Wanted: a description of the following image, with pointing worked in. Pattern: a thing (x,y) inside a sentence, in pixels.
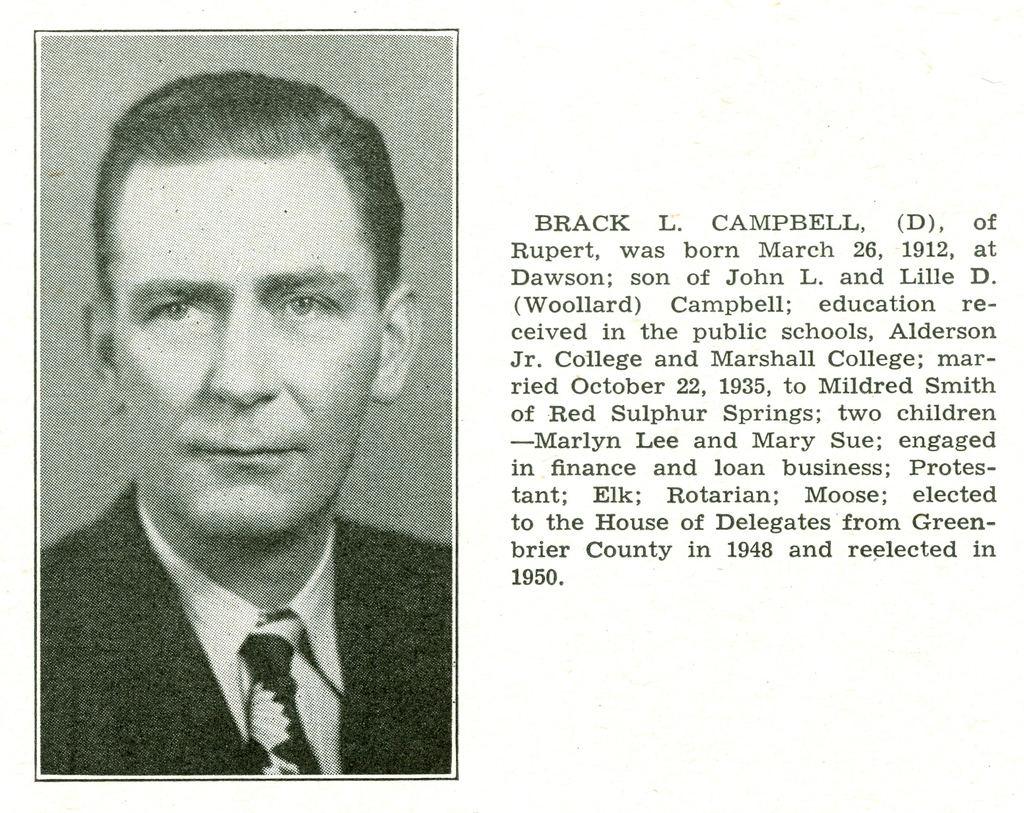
In this picture we can see a man's photograph (249,520) on the left side (138,401), we can see some text (716,416) on the right side (758,327).
